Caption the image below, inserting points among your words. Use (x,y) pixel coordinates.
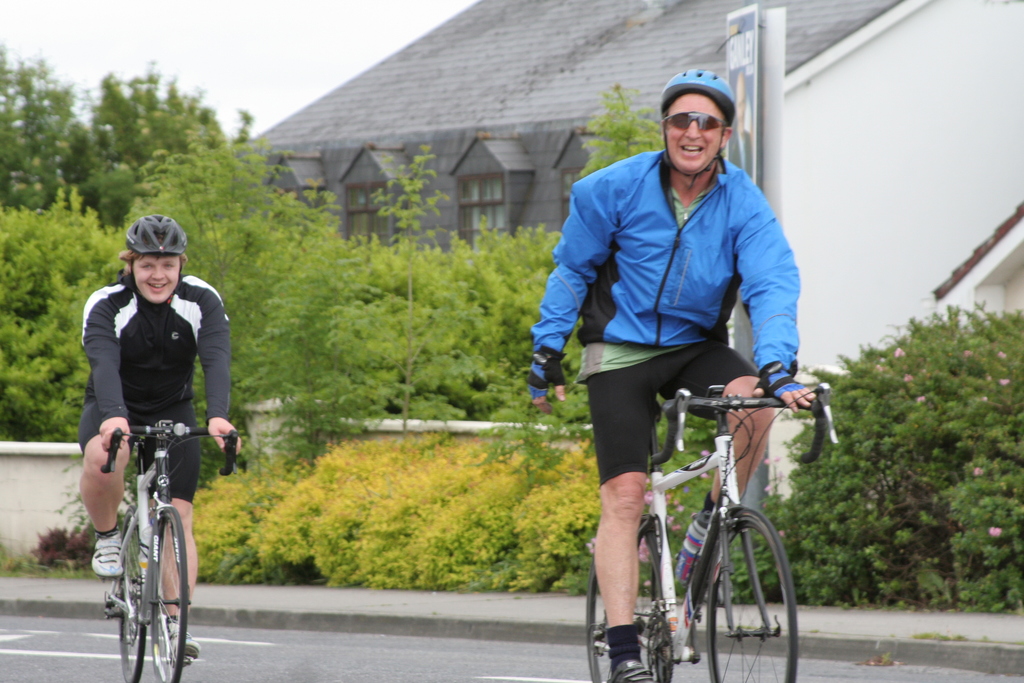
This picture is taken outside the city where two persons (221,418) are riding bicycles (721,517). In the front (695,271) man (678,264) wearing a blue colour jacket (675,250) and blue colour helmet (695,77) is riding bicycle (700,581) and is having smile on his face (678,143). In the background (335,264) there are trees (191,188), house (383,131), sky (315,53), plants (355,493). And in the center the person (146,374) wearing a black colour dress (143,348) and black colour helmet (144,242) is riding a bicycle (157,562) and is having smile on face (156,293).
